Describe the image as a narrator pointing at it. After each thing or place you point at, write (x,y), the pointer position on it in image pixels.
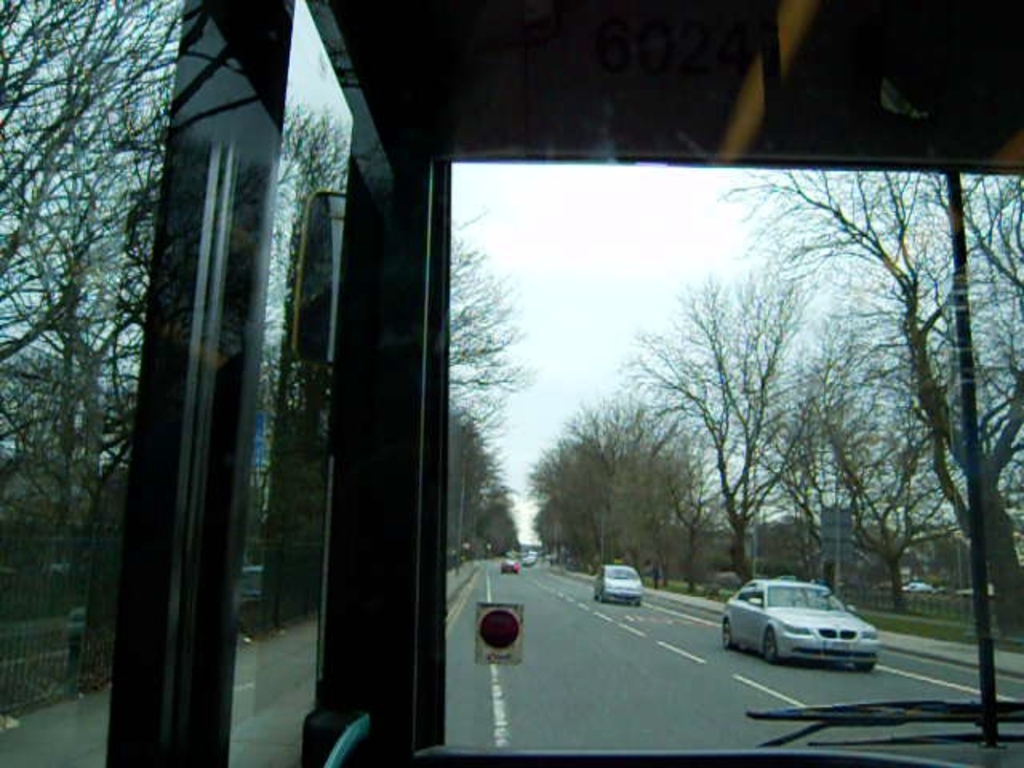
In this image there is a view from the bus (341,645), on which we can see there are cars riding on the road (583,711) and also there are trees (621,529) beside the roads (479,726).
